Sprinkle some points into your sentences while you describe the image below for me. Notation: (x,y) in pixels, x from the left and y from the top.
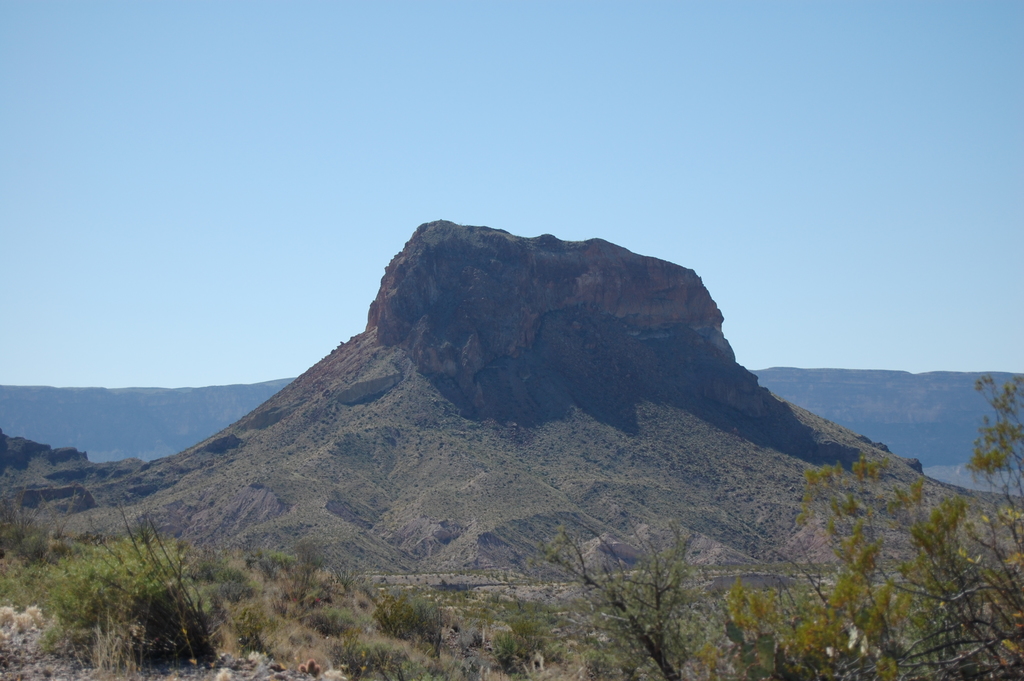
In the image there is a mountain (513,321) and in the foreground (671,619) there are plants (875,597).
